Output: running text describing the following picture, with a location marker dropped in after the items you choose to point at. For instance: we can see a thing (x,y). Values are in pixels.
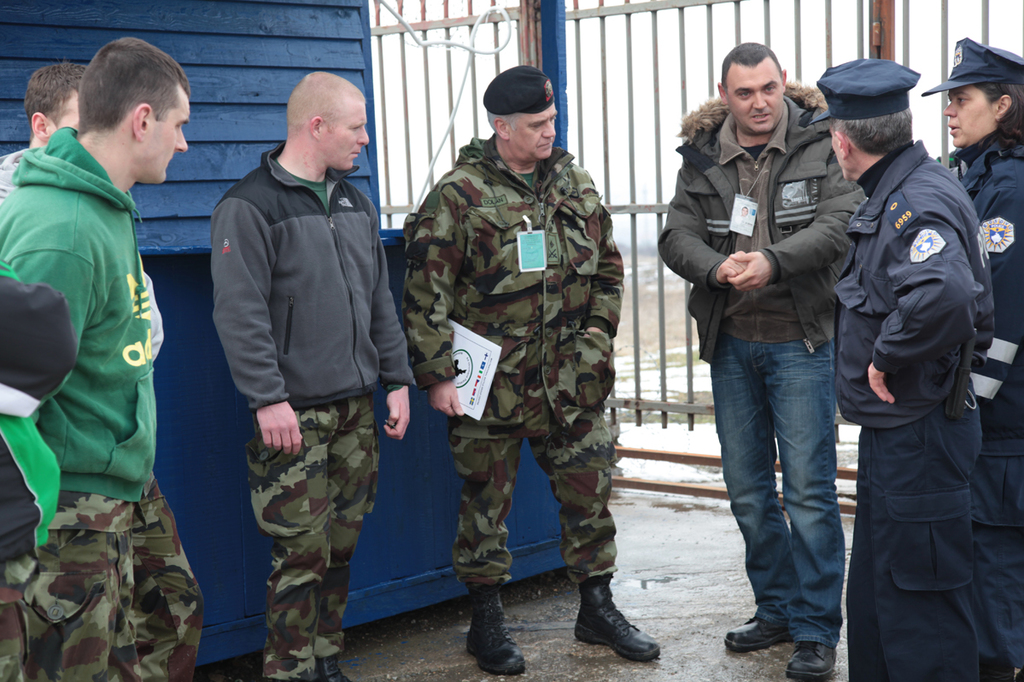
In this picture I can see group of people (103,240) standing, there is a person (523,338) holding a book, and in the background (323,9) there are iron grilles (829,16) and a wall (249,118).
